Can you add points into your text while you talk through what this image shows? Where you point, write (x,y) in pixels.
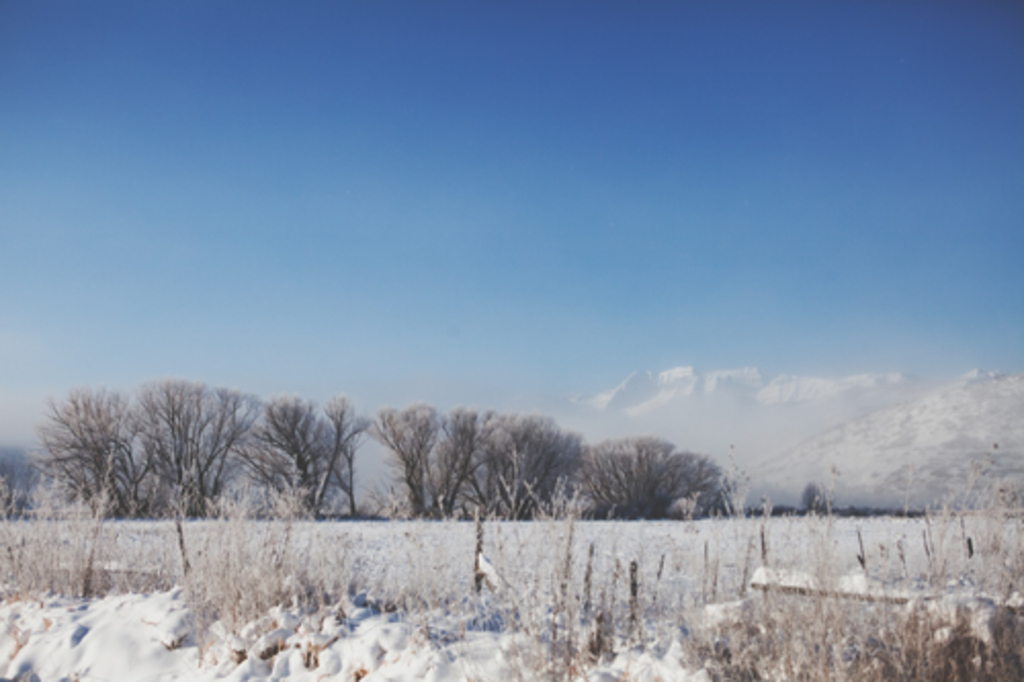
In this image, I can see the trees (616,489) and plants (658,567). At the bottom of the image (171,655), that looks like the snow (473,666). In the background (638,415), I think these are the snowy mountains (894,389). At the top of the image (391,76), I can see the sky (491,133).
